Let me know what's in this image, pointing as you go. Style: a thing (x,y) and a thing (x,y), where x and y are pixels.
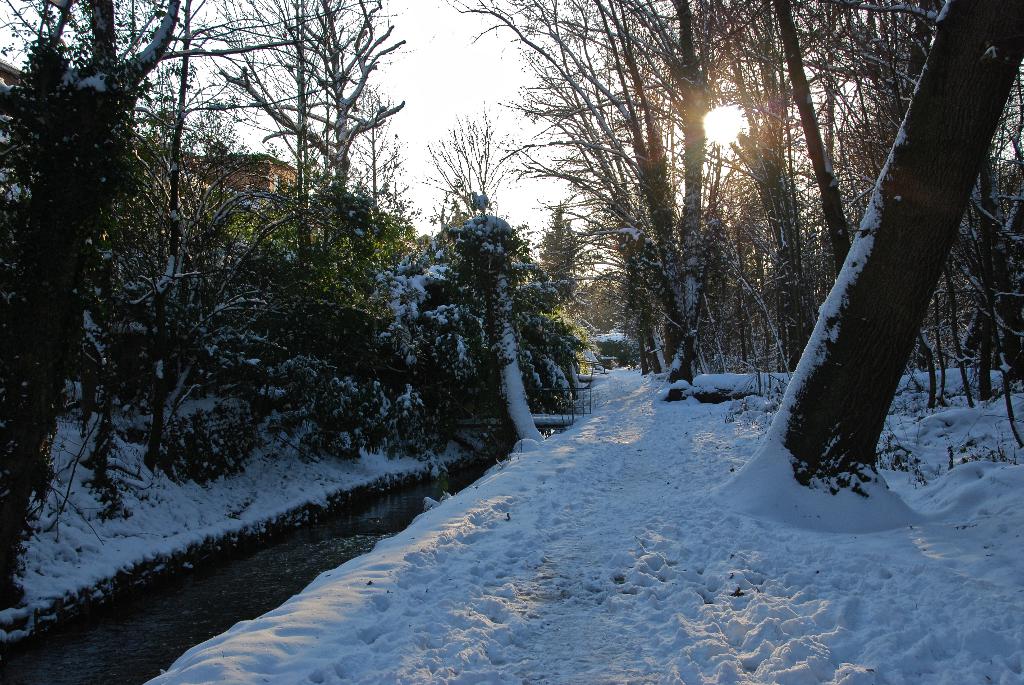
There is snow (629,399), trees (302,302) and building (263,175) at the left (270,172) back.
